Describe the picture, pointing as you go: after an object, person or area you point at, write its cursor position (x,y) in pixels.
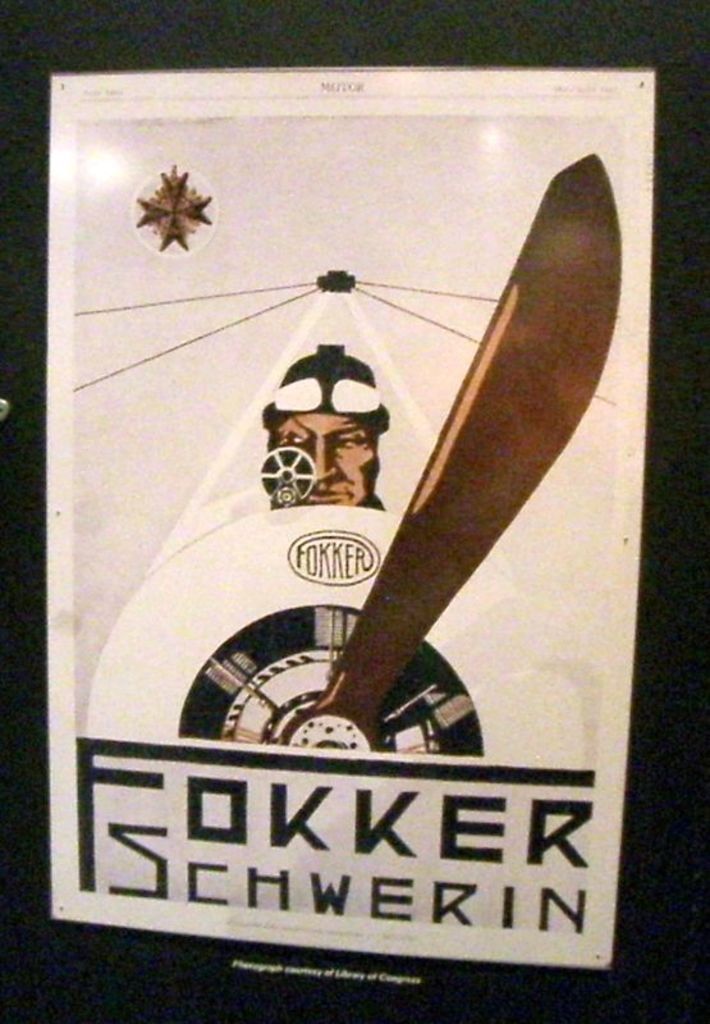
This is a poster (525,400) and in this poster (216,877) we can see a person (309,428), wheel (311,676) and a propeller (491,545).
